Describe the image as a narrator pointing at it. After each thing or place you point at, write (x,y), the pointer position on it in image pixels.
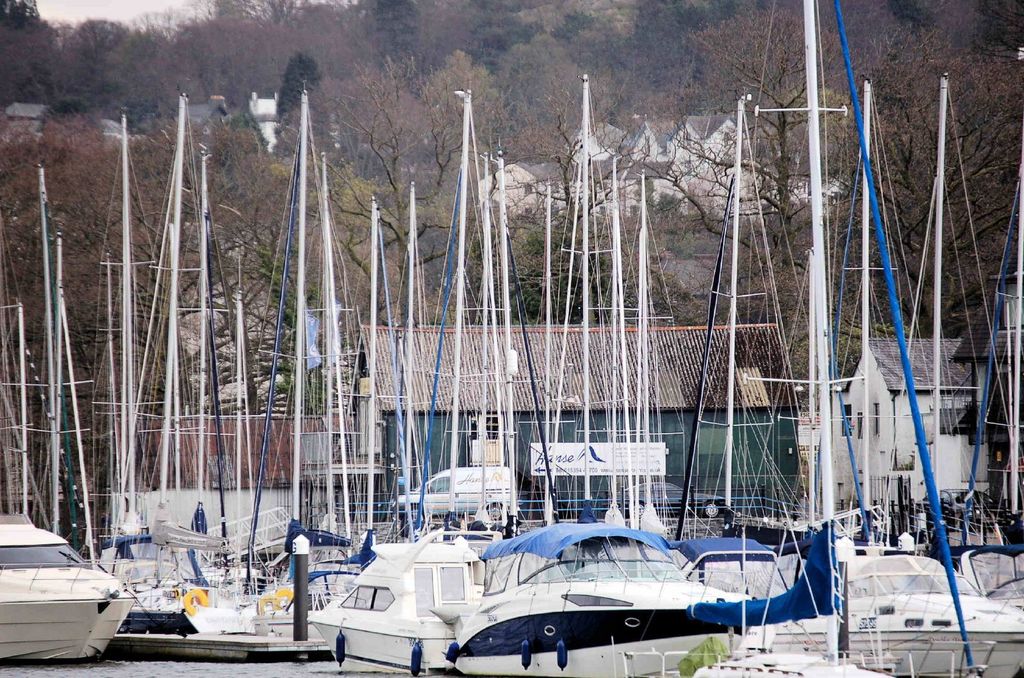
In the picture we can see some boats (661,676) in the water (105,674), which are white in color and blue in some part with a pole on it and in the background (771,386), we can see some house (769,402) and trees (256,250) and in the background (270,243) also we can see some trees (163,59) and some houses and some part of the sky (87,10).
